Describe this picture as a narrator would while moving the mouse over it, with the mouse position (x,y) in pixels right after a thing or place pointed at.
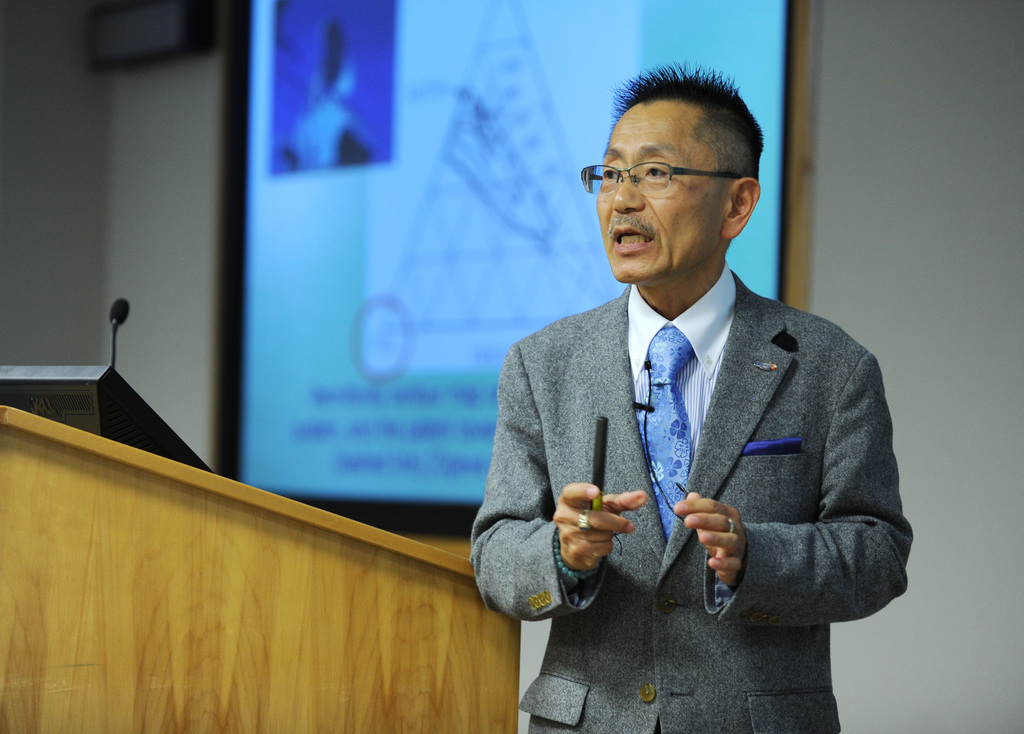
In the picture we can see a person (553,507) wearing grey color suit (680,597) standing near the podium (187,578) on which there is screen (80,409) and there is microphone (127,317) and in the background of the picture (351,145) there is projector screen (446,121) which is attached to the wall (961,89).
